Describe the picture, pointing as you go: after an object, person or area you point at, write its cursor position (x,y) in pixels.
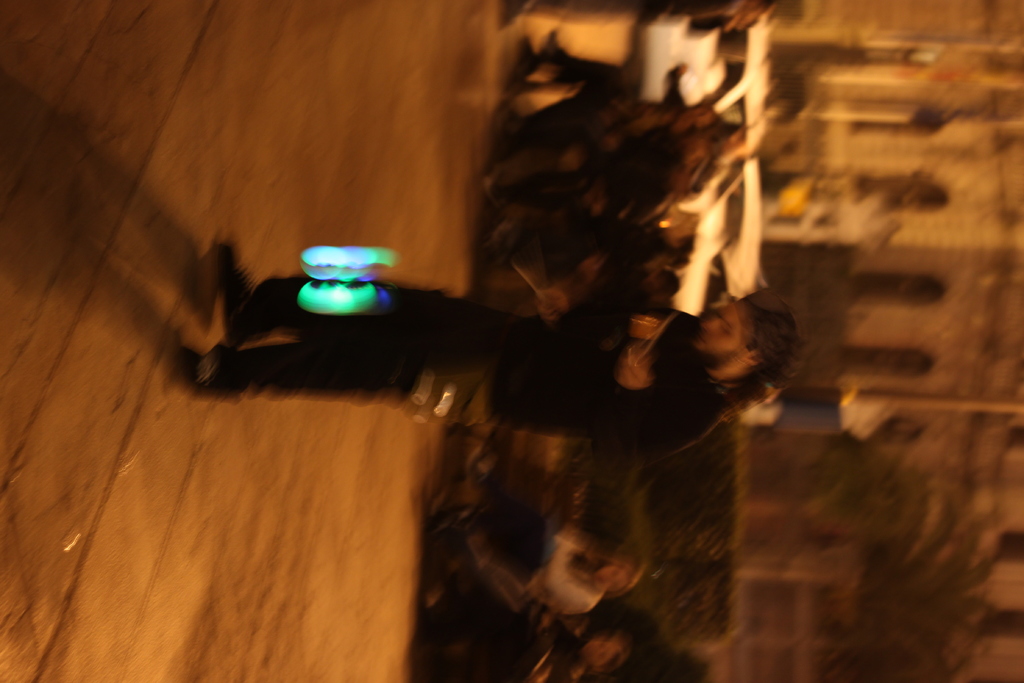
This is a rotated image. In this image there is a person (404,301) standing on the road (296,418), in front of the person (280,367) there something in colorful. The background (652,611) is blurred.
